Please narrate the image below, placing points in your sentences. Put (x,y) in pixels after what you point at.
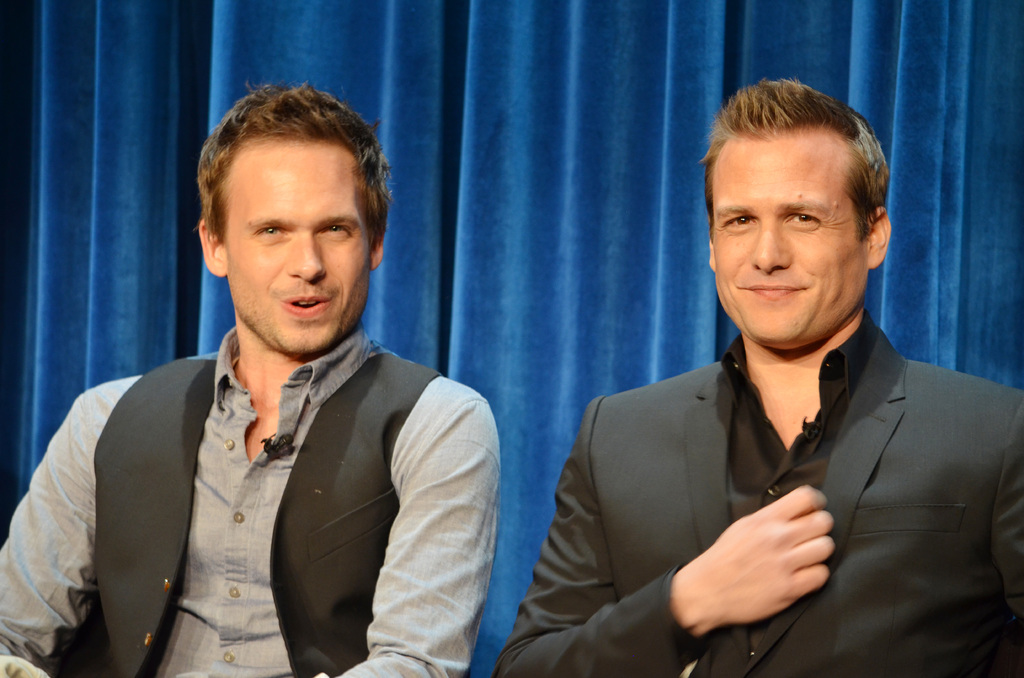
In this picture I can see two persons (344,642) sitting, and in the background (642,136) it is looking like a curtain (938,58).
